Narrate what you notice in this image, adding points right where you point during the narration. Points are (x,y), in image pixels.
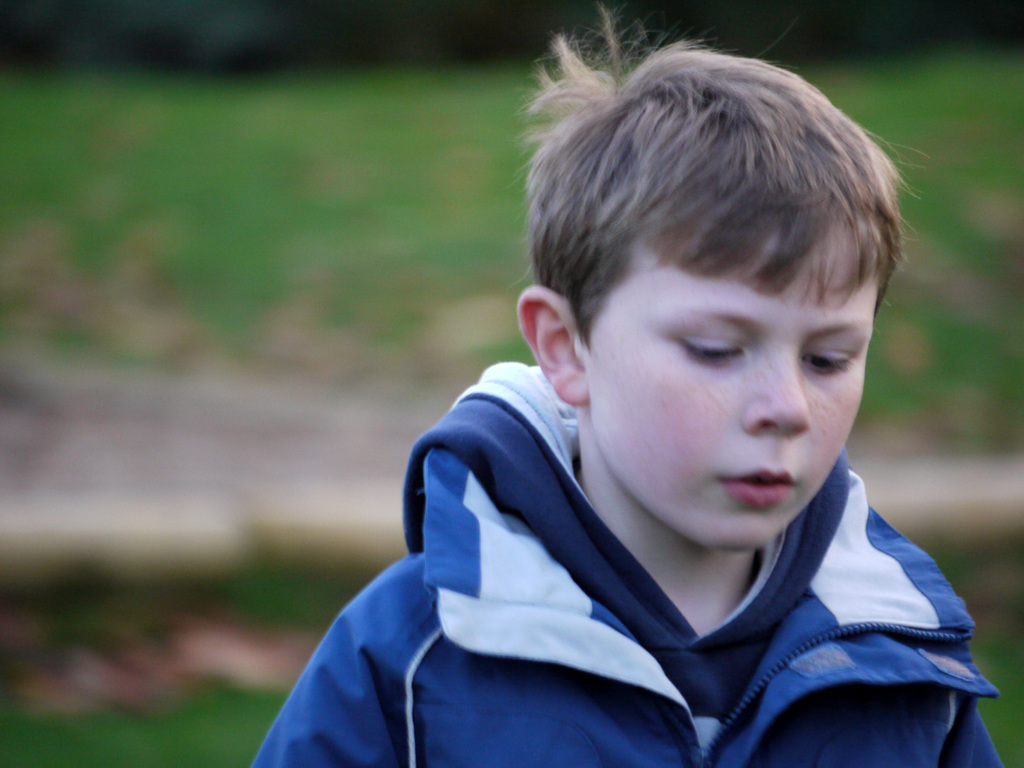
In this image there is a boy (715,140) and there is blur background (41,758).
